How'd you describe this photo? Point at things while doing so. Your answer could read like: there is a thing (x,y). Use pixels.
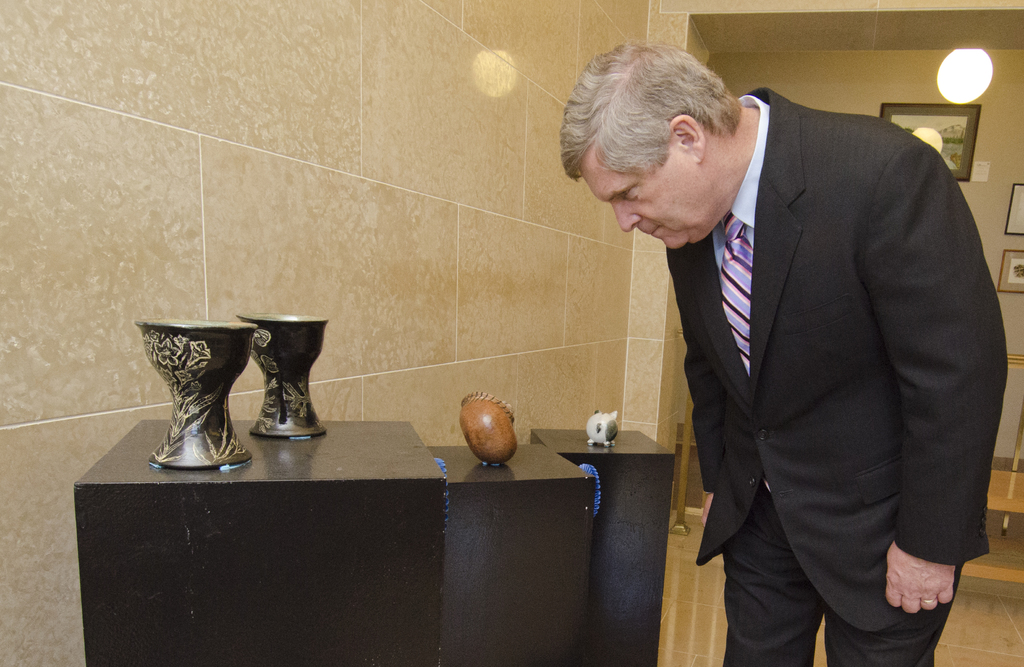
In this picture, there is a man (892,231) towards the right (818,527). He is wearing a black blazer (814,396) and black trousers (784,622). Before him, there are three tables (194,504). On every table (138,433), there are some objects (596,431). On the top left (305,164), there is a wall (462,155) with tiles (436,137). On the top right (868,104), there is wall (1014,143) with frames (968,135).
